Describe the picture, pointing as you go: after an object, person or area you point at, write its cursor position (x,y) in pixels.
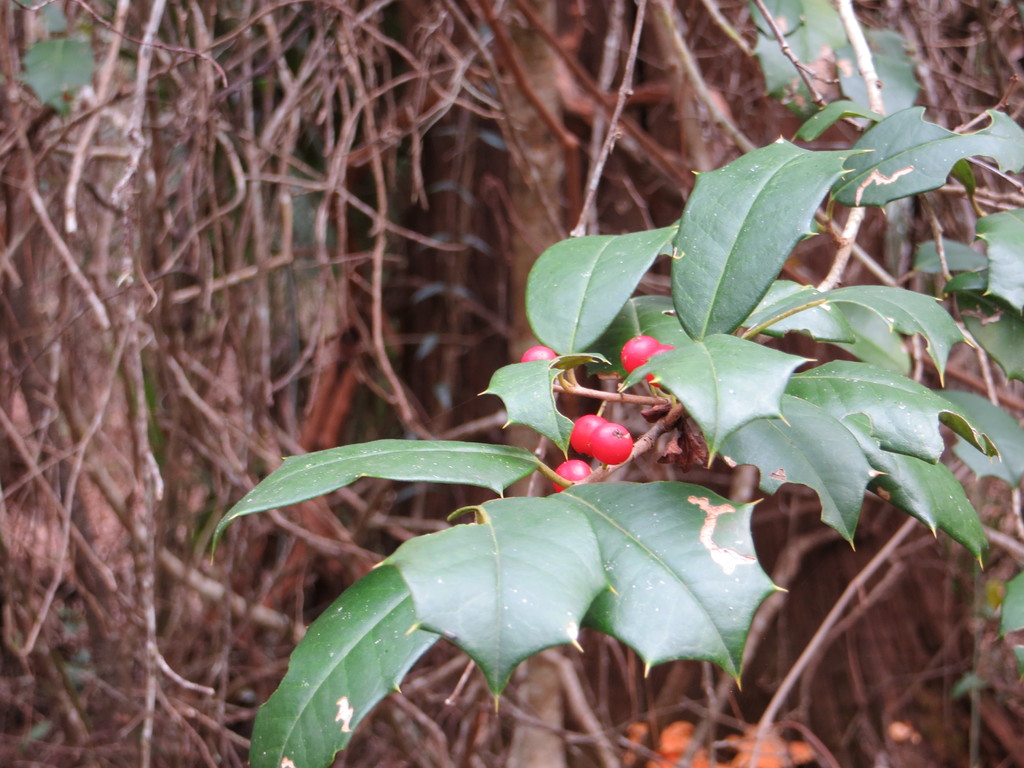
In the foreground of the picture (714,272) there are leaves (675,289) and fruits (604,458) to a stem (575,385). In the background (465,192) it is a tree (553,169). The background (929,38) is blurred.
